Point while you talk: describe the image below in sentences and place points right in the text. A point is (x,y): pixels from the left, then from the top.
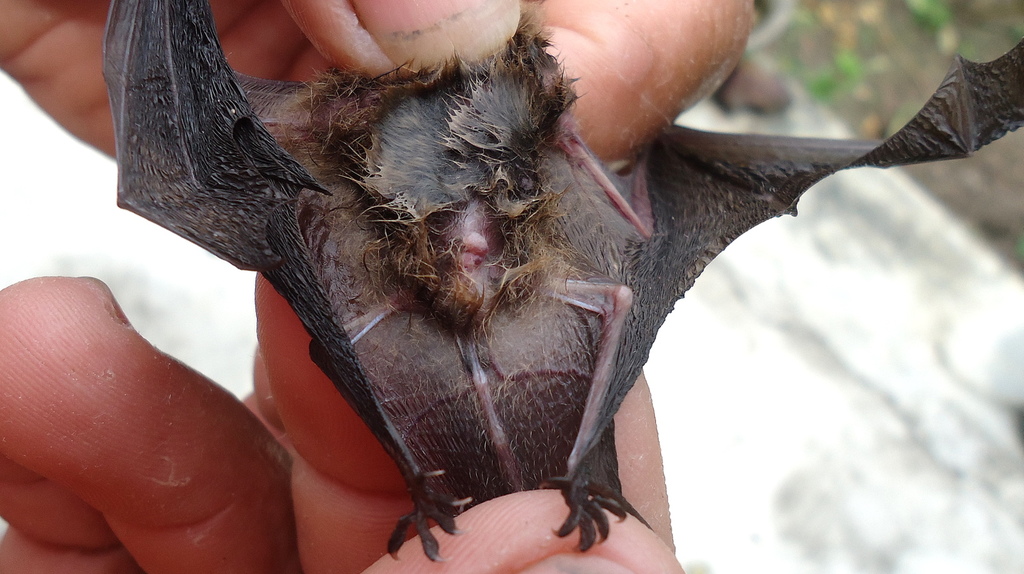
In this image we can see there is a person's hand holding a bat (529,325). And at the back (801,213) it looks like a blur.
